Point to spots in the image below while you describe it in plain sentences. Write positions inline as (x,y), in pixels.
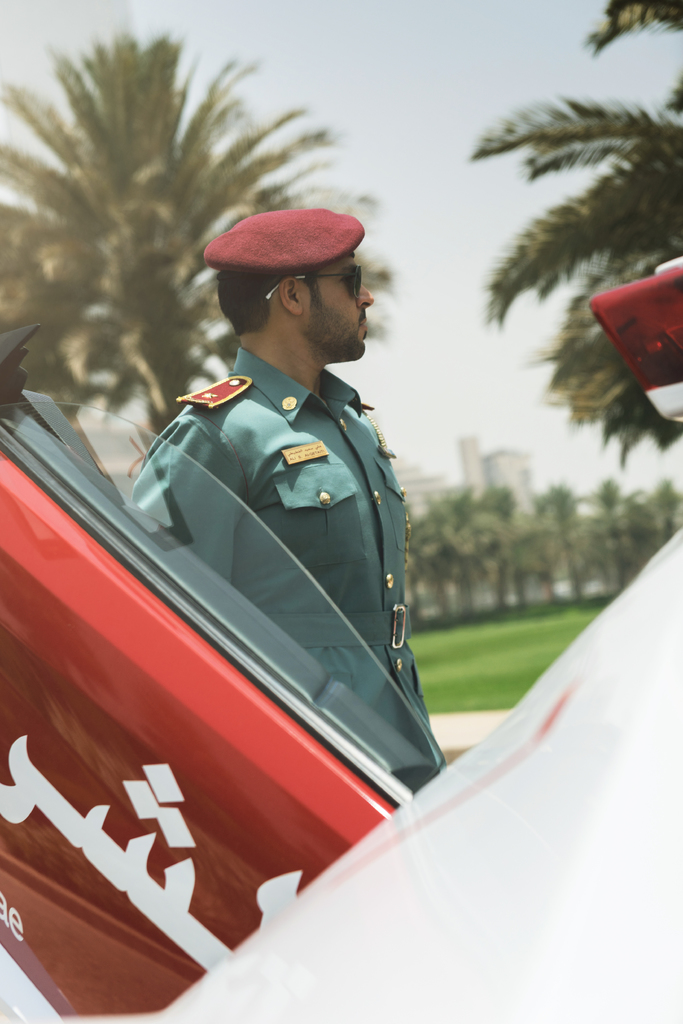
Here we can see a man (291,511) and there is a vehicle (384,907). In the background (505,690) we can see trees (547,600), grass (516,656), buildings (531,473), and sky (460,326).
